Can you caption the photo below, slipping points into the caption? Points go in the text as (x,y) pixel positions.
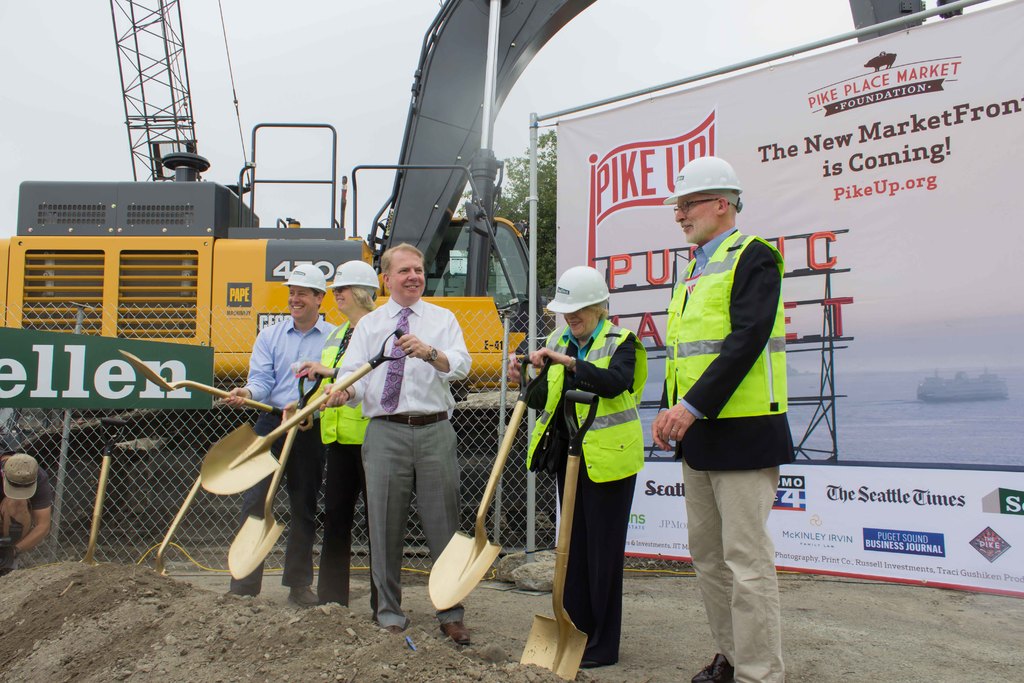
In this image we can see one man (723,387) standing, some people (621,405) wearing helmets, one crane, two shovels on the ground (495,580), some mud (95,664), some wires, one green board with text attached to the pole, one fence (129,553), one tree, one man (37,520) in crouch position holding one object (6,553), some people (570,303) standing and holding shovels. There is one big white banner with text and images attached to the poles (532,155). At the top (20,86) there is the sky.
